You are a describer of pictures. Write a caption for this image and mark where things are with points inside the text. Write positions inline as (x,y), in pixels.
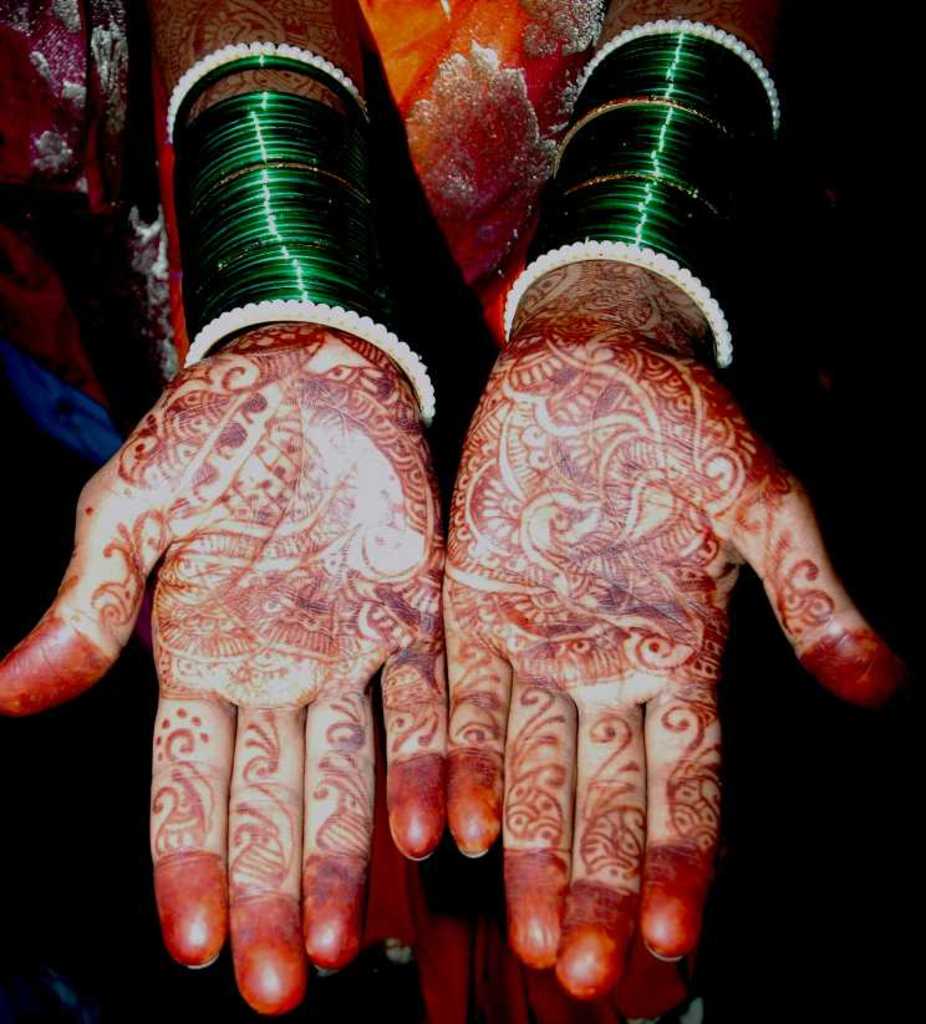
In this image we can see hands (335,510) of a lady (382,655) with bangles (331,242). On the hands (217,553) there is henna designs (414,523).
